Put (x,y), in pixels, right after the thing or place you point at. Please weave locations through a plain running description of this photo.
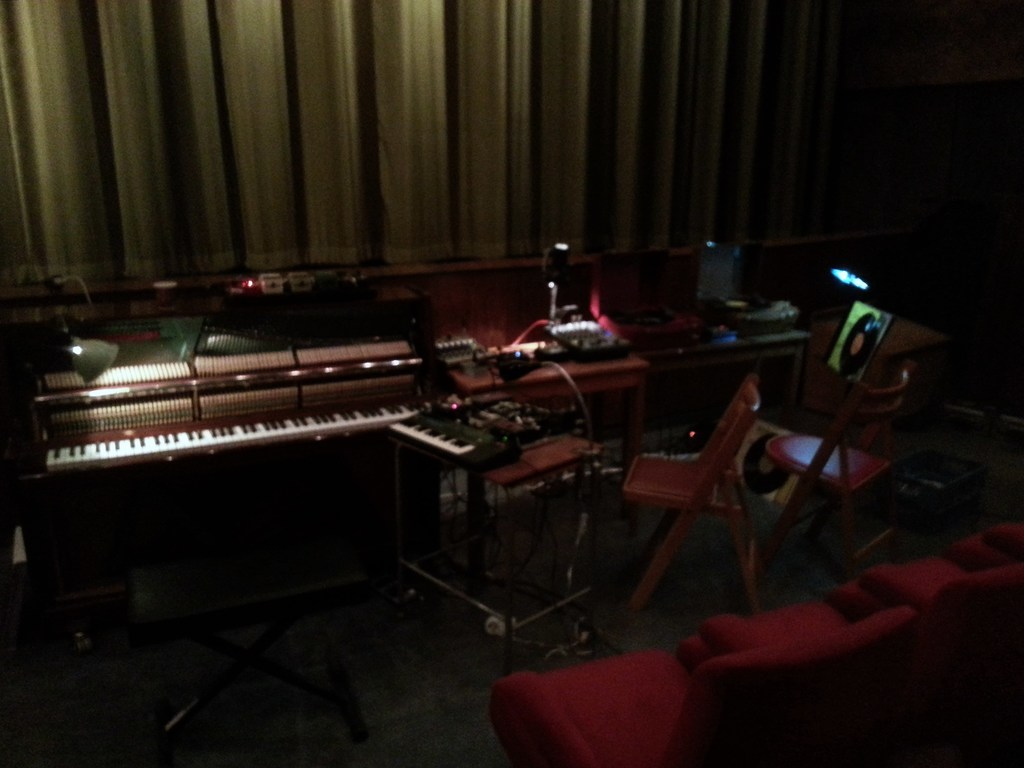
In this picture we can see a table (552,450) and on table (516,471) we have a piano (407,395) beside to this table (638,443) there are two chairs (681,462) and in front of this on table (558,461) we have wires (519,338), devices (562,348), lamp (81,357), piano keyboard (337,416) and in the background (256,130) we can see curtains (408,180), light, chairs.
